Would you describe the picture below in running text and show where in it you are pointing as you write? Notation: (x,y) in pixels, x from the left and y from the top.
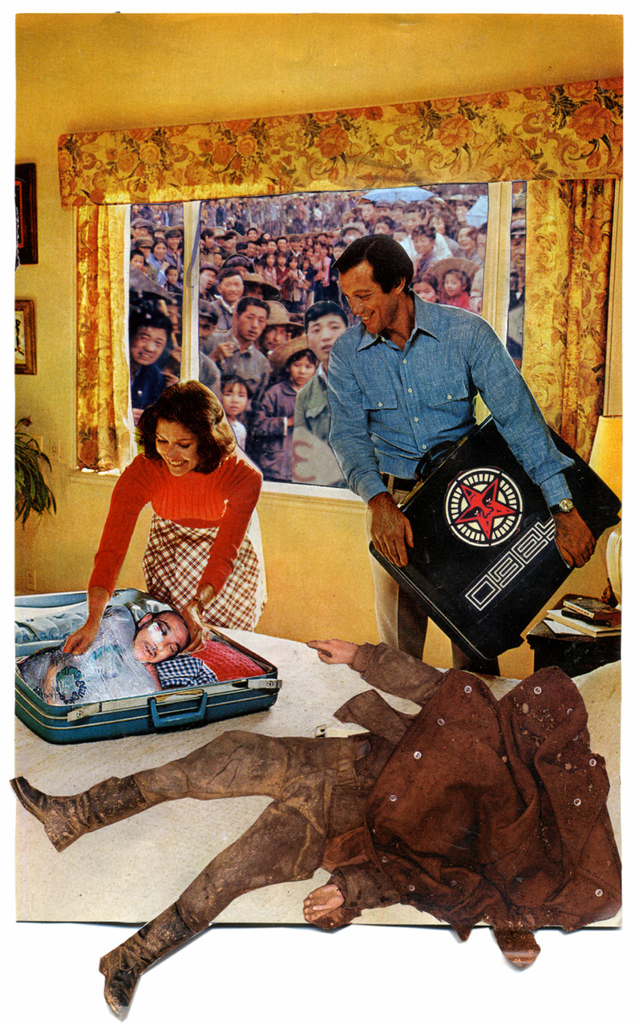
In this image there is an edited picture. There is an inside view of the building (330,576). And there are people (360,441) standing on the floor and one person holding a box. And there is a cloth (312,723), on the cloth (312,723) there is a person (343,788) lying and there is a briefcase (233,687), in that there are clothes (211,680) and person (146,628). At the back (561,634) there is a table (582,655), on the table (573,649) there is a lamp (620,464) and books (583,615). And there are leaves (53,507) and photo frames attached to the wall (44,108). And there is a window (200,301) and a curtain (142,169). Through the window (325,229) we can see there are people (291,368) standing.
